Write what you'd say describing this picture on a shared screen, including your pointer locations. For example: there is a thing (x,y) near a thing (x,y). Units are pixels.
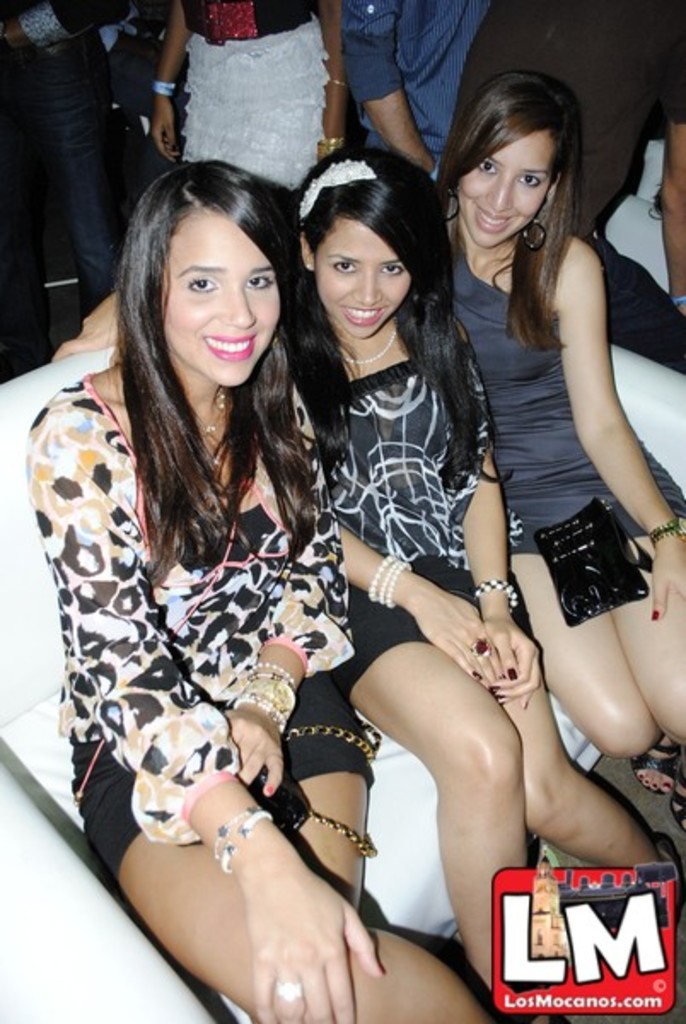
In this image we can see three women (444,500) are sitting on a sofa (624,392) and they are smiling. In the background (106,98) we can see few people (620,330). At the bottom of the image (516,964) we can see a logo (541,874).
